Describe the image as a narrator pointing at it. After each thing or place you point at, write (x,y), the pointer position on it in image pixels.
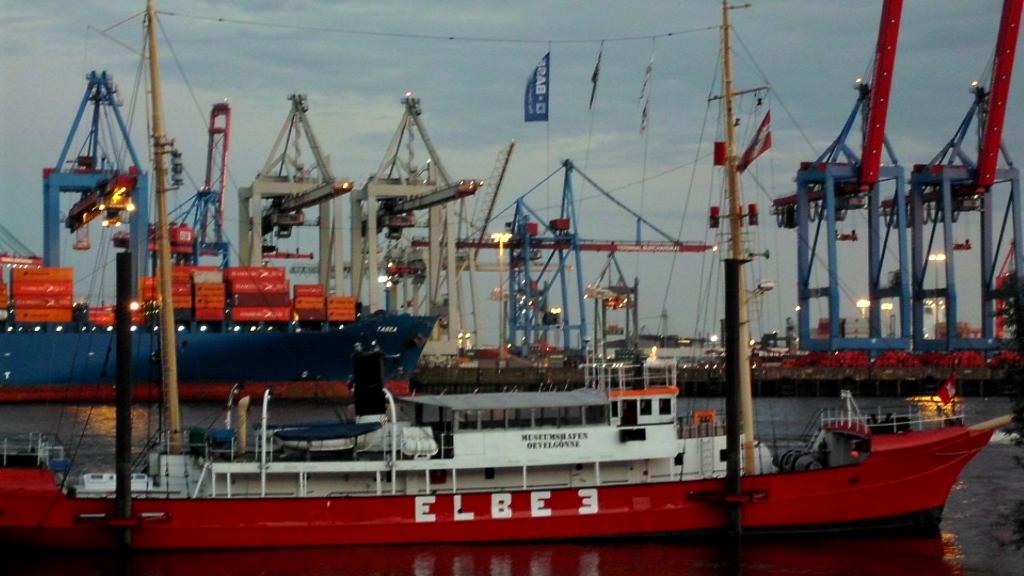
In this picture we can see few ships (613,447) on the water (764,427), and we can find few containers (156,284) in the ship (240,331), in the background (203,201) we can see few cranes (268,189), lights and cables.
